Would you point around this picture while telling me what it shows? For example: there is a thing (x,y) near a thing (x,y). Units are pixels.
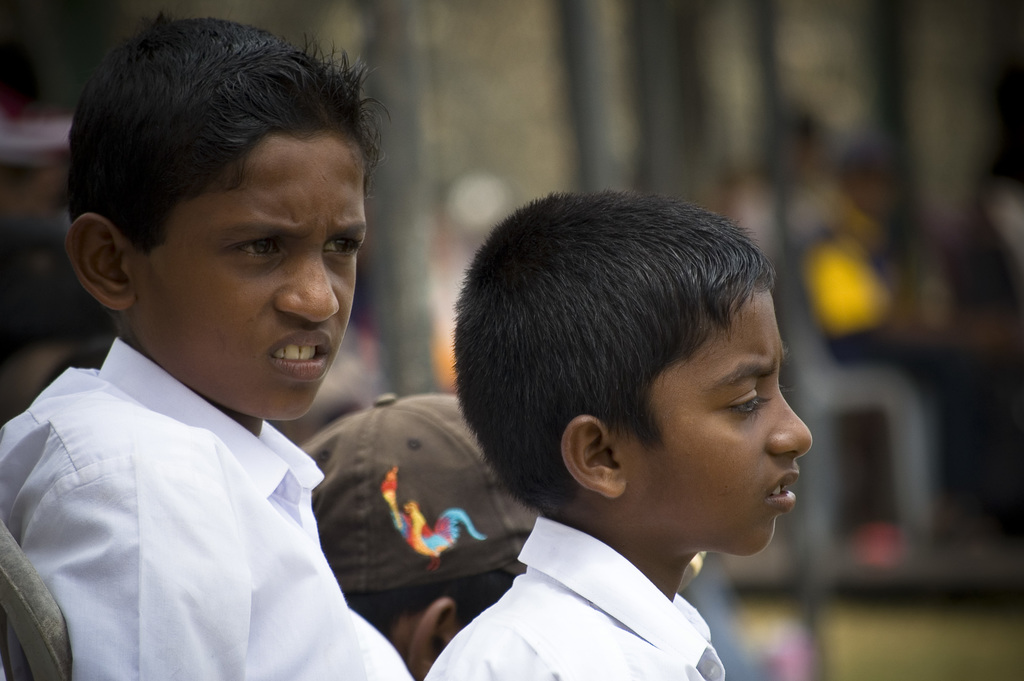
In this image in the foreground (696,434) there are two boys (759,458) visible in the middle of them there is a person (401,513) wearing a cap (395,403), background (722,131) is blurry.
